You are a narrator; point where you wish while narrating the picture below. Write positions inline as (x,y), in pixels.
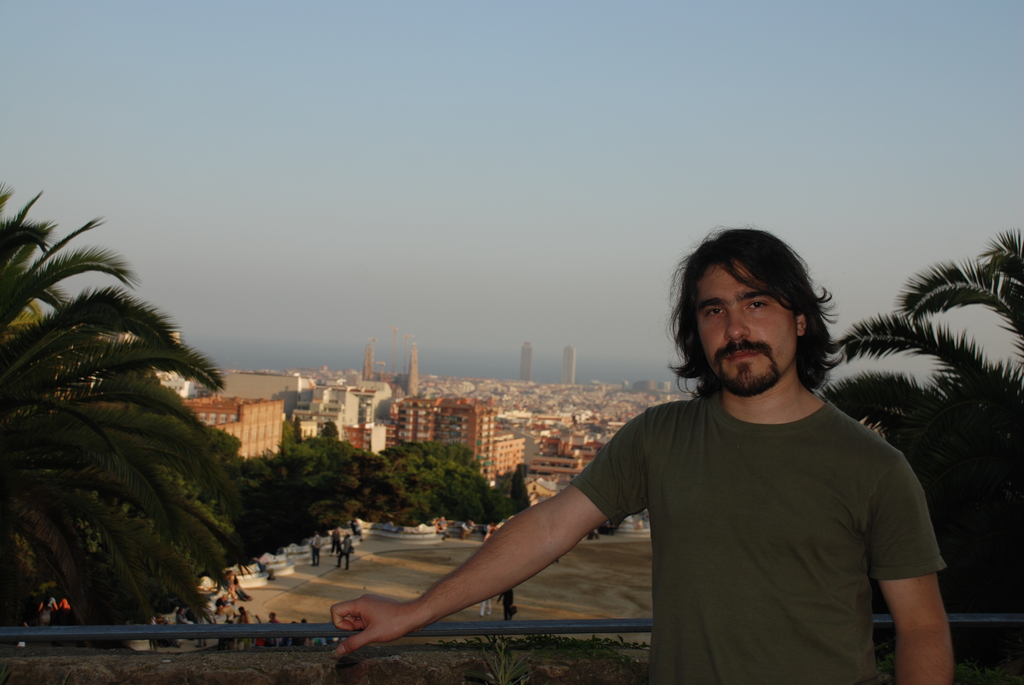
In this image there is a person (776,508) standing, in the background (371,487) there are trees (890,442), buildings (577,407) and the sky (450,245).
